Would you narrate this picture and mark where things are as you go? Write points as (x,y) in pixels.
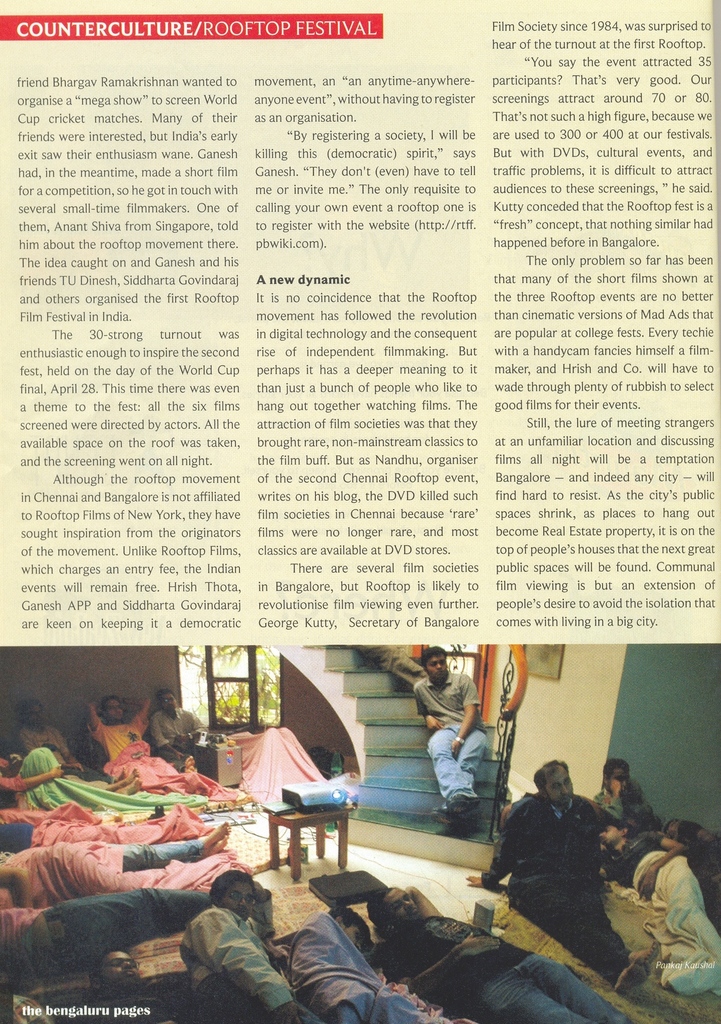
In this image I can see a newspaper article (435,399). To the bottom of the image (47,774) I can see a picture (192,796) in which I can see number of persons (161,910) are laying on the floor (432,893) and a person (455,785) sitting on the stairs (401,774). I can see a window (279,656) through which I can see few trees (233,702).
